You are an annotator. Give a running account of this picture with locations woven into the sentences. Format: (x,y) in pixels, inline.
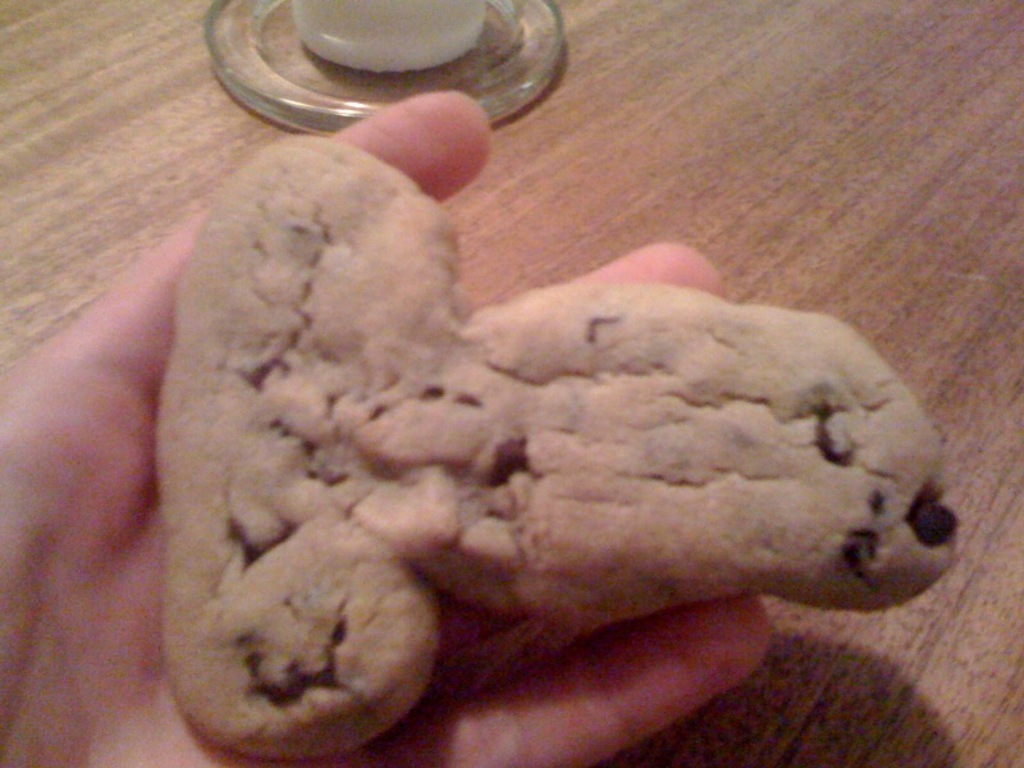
In this image there is an object (350,483) in the hand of the person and there is a glass object (466,60) which is on the surface (578,100) which is brown in colour.
